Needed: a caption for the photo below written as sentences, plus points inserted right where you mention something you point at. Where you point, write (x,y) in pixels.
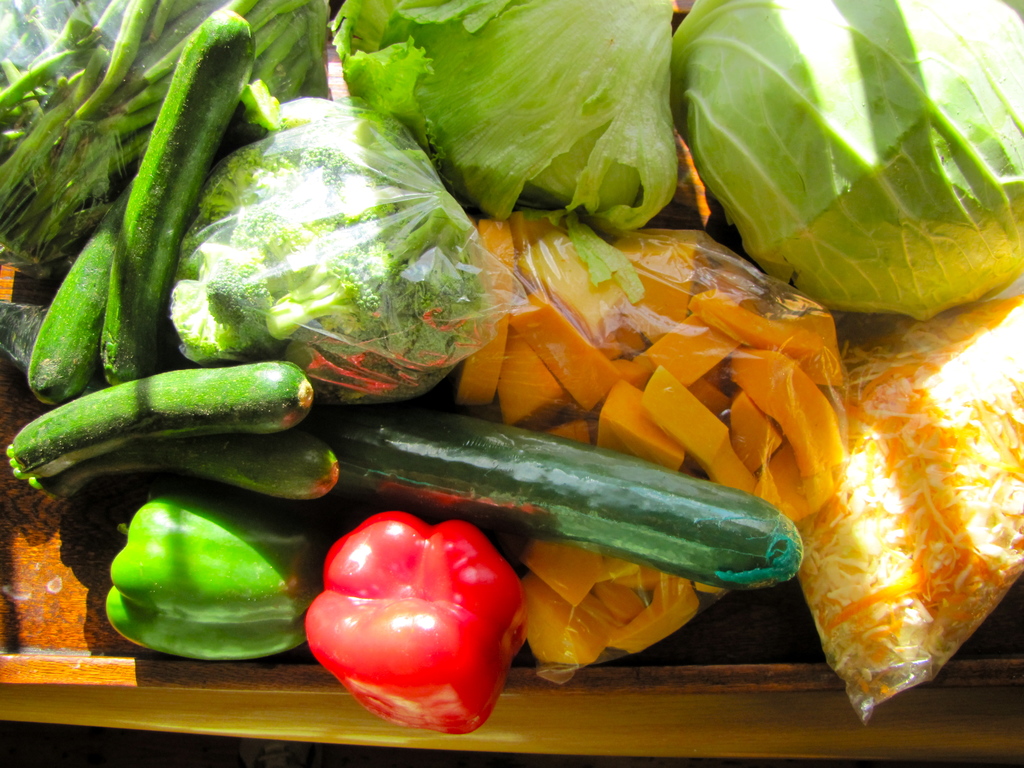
Bottom of the image (29,630) there is a table (527,674), on the table (62,634) there are some vegetables (86,359).
